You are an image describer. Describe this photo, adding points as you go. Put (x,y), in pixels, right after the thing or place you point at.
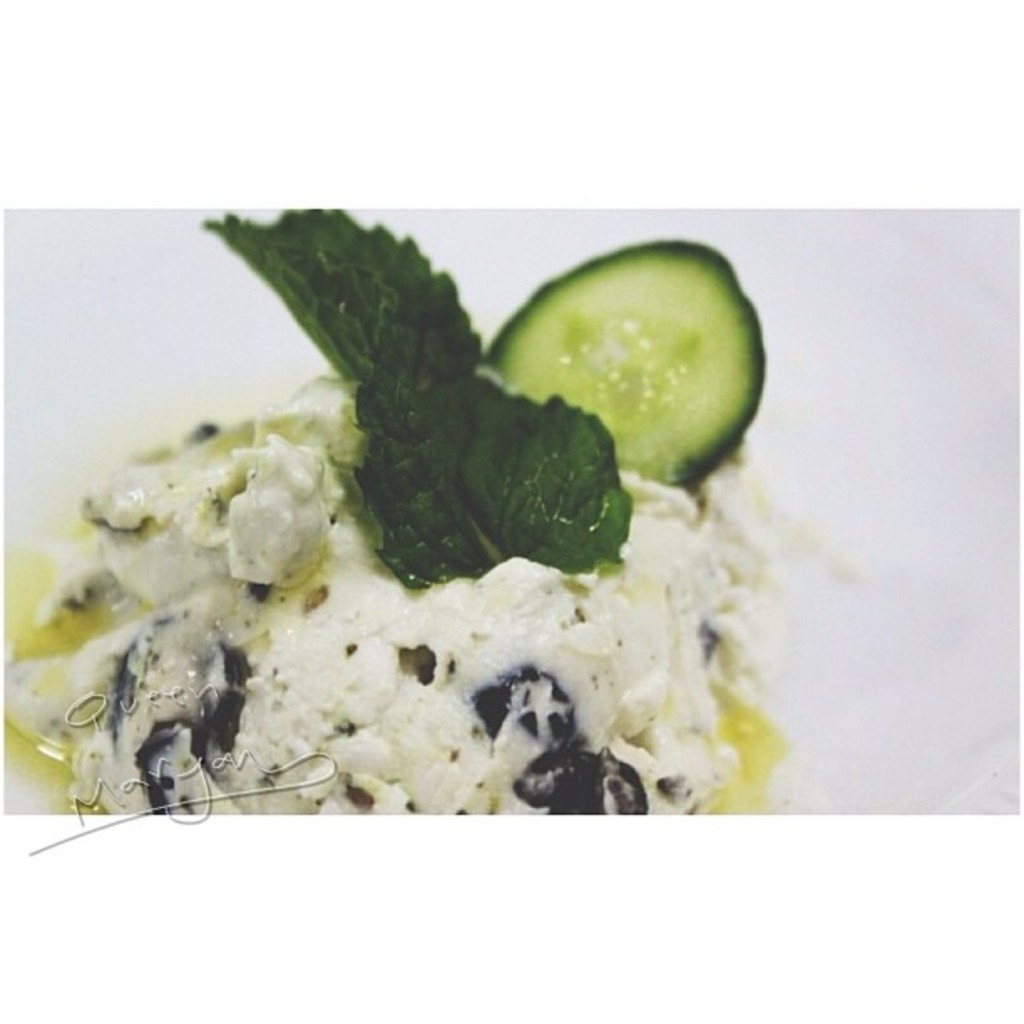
In the foreground of the image (516,587), there is some food (508,643) on a white surface (858,452).
